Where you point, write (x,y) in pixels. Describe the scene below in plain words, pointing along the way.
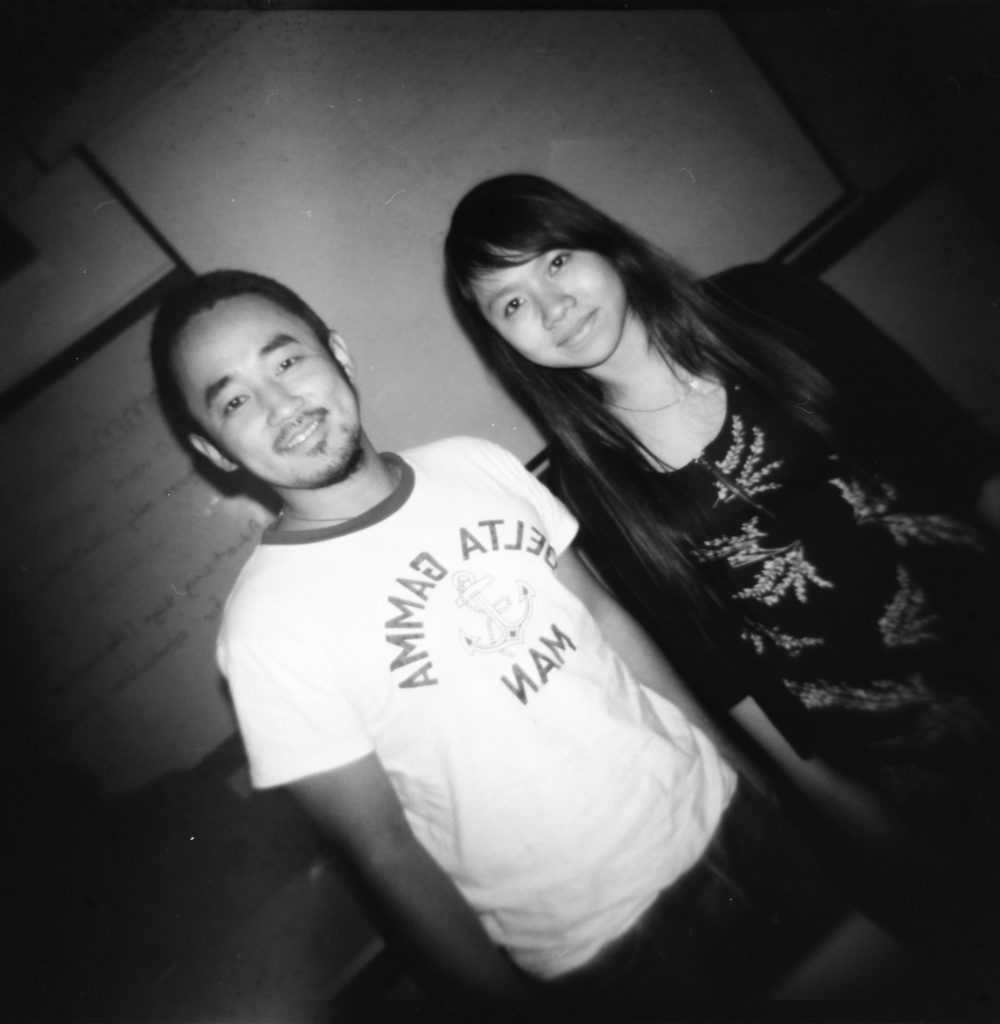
This is a black and white image. I can see the man (493,642) and woman (720,521) standing and smiling. In the background (290,115), these look like the boards (330,153).
